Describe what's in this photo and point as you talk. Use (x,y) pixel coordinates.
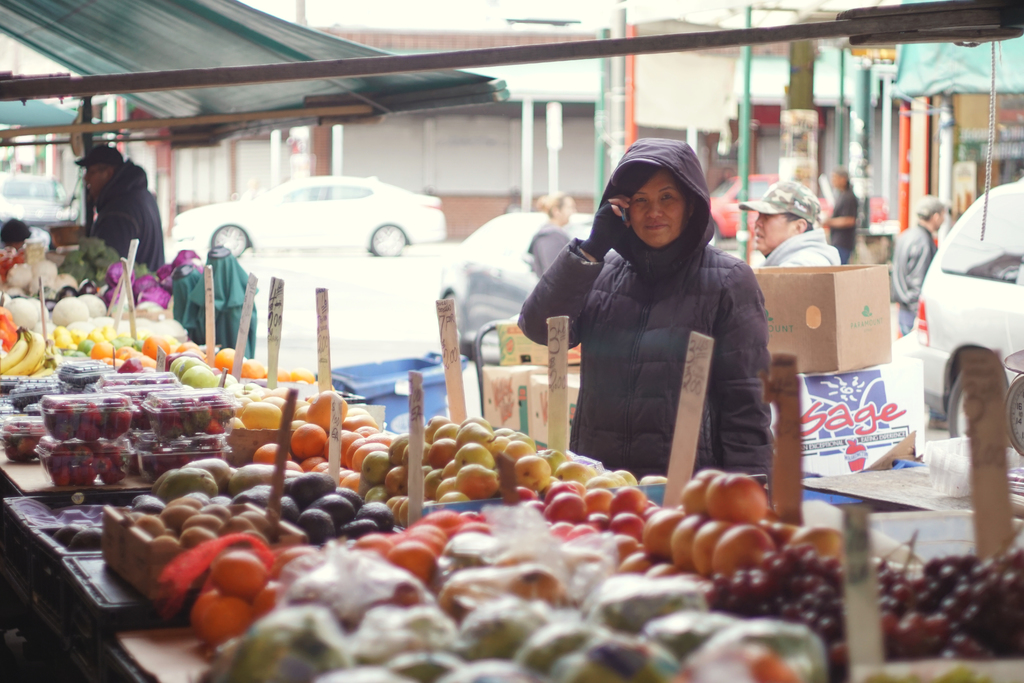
In the center of the image (476,439) there are fruits (60,316) on the table (152,669). There is a lady (589,371) wearing a jacket (625,317). In the background of the image (591,144) there are buildings (481,178). There is a road (382,305) on which there are cars (463,295), there are people (103,184).
